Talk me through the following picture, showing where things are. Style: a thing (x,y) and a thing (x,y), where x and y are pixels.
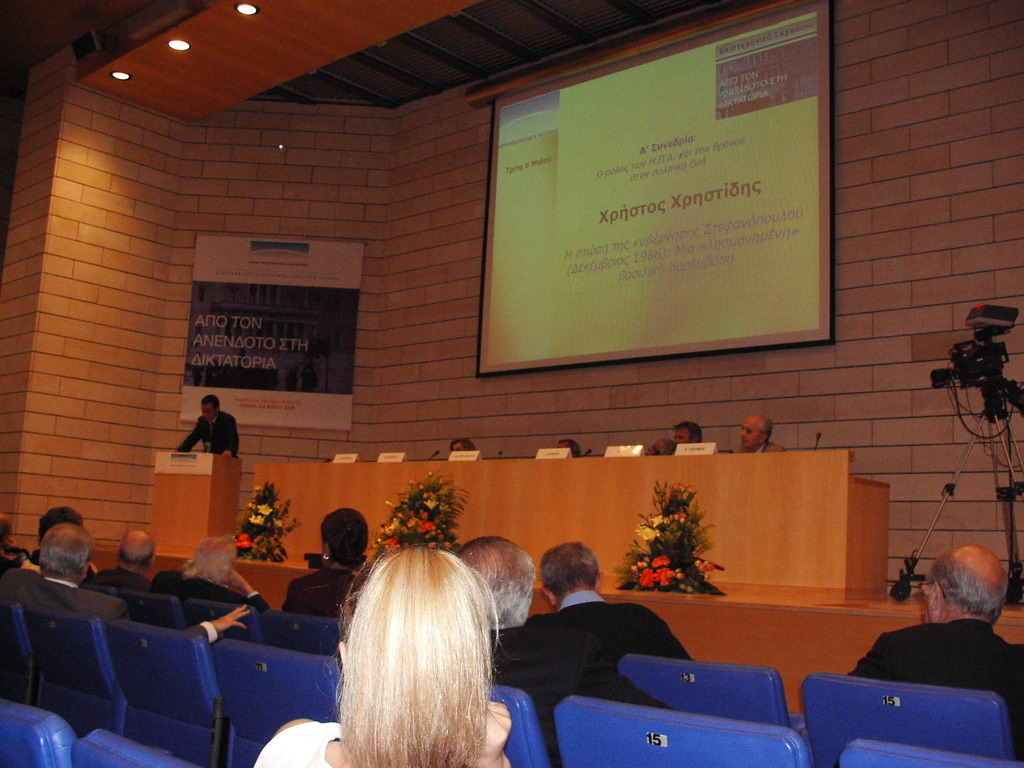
In this image there is a person (219,413) standing in front of the table (207,480) there is a mic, beside the table (200,492) there is another table (825,492) with name plates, mics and a few other objects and few people (749,422) are sitting on their chairs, in front of the table (705,462) there are few bouquets (406,528) and a camera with a stand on the stage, behind them there is a banner (260,334) with some text (248,316) and a screen (609,211) hanging on the wall (894,220), at the top of the image (261,35) there is a ceiling (206,28). At the bottom of the image (438,695) there are a few people (579,687) sitting on their chairs (506,695).
